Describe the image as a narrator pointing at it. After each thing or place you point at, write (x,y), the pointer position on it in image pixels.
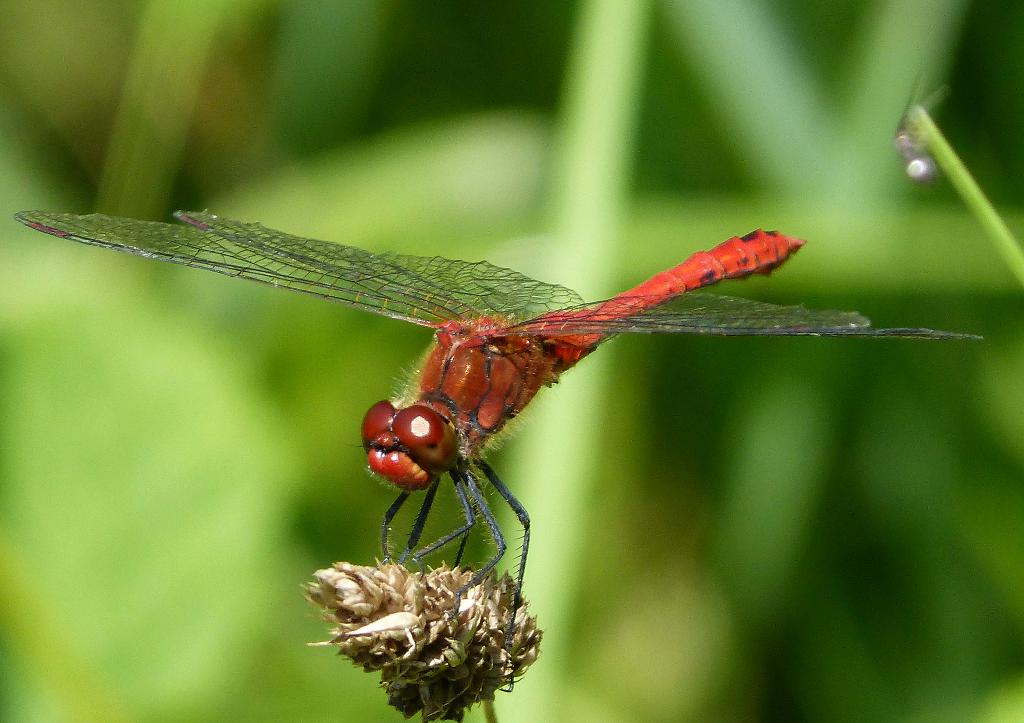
In this image I can see the dragonfly (448,339) which is in red and black color. It is on the flower (410,625). In the back (520,215) I can see the plant (415,191) but it is blurry.
